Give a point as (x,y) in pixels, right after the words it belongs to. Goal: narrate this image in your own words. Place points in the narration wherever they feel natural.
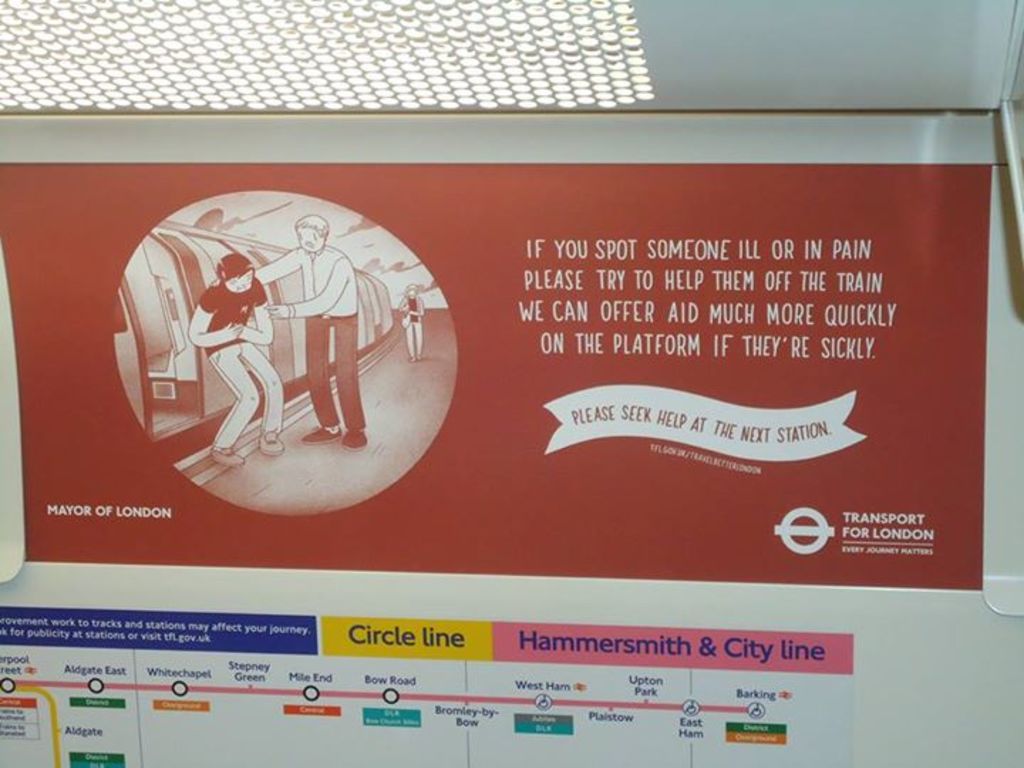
There is a poster (467,536) attached on a white color metal thing (1023,617) as we can see in the middle of this image (607,334).
